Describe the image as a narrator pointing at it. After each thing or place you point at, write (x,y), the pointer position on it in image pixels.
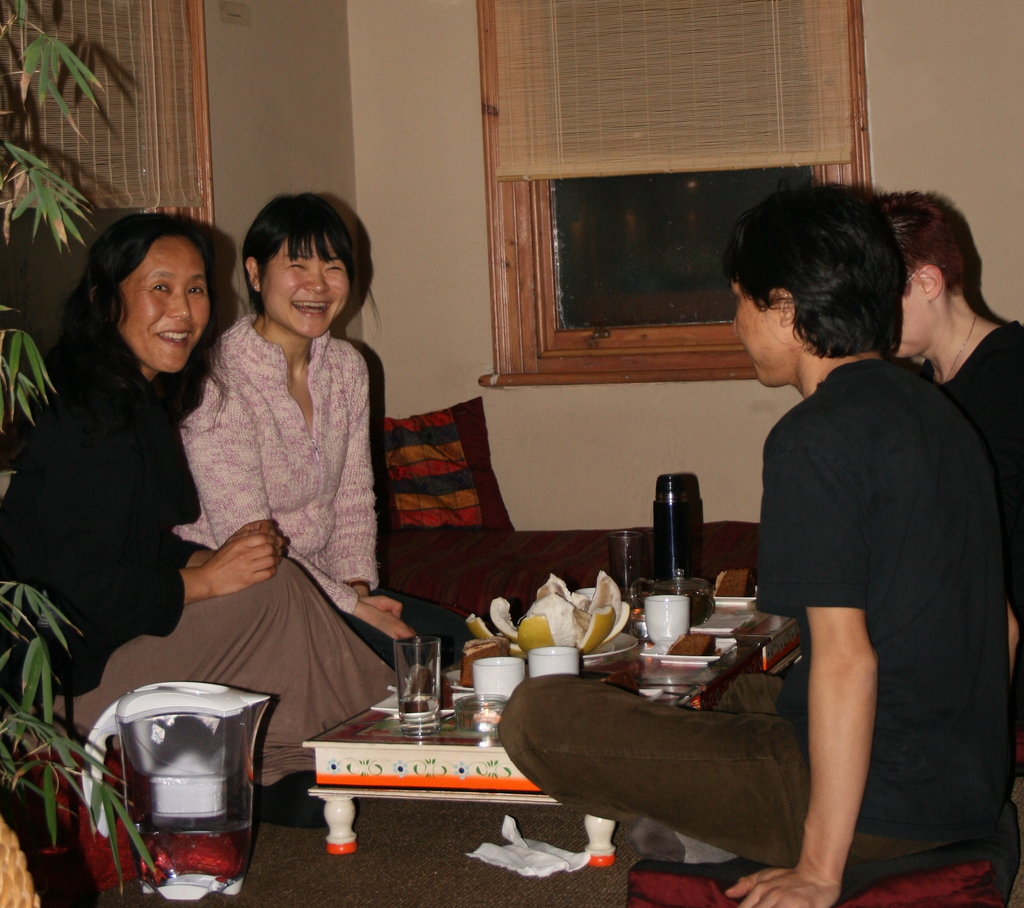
The image is inside the room (578,564). In the image there are four people (856,598) sitting on cushions (849,900) in front of a table (602,671), on table (584,671) we can see a glass (632,567), fruit (616,628), plate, bottle (667,533). In background (665,247) there is a window (541,295) which is closed and curtain (637,120), wall (925,80) which is in cream color and left side (42,163) we can also see a plant (21,346) with green leaves (39,175).
